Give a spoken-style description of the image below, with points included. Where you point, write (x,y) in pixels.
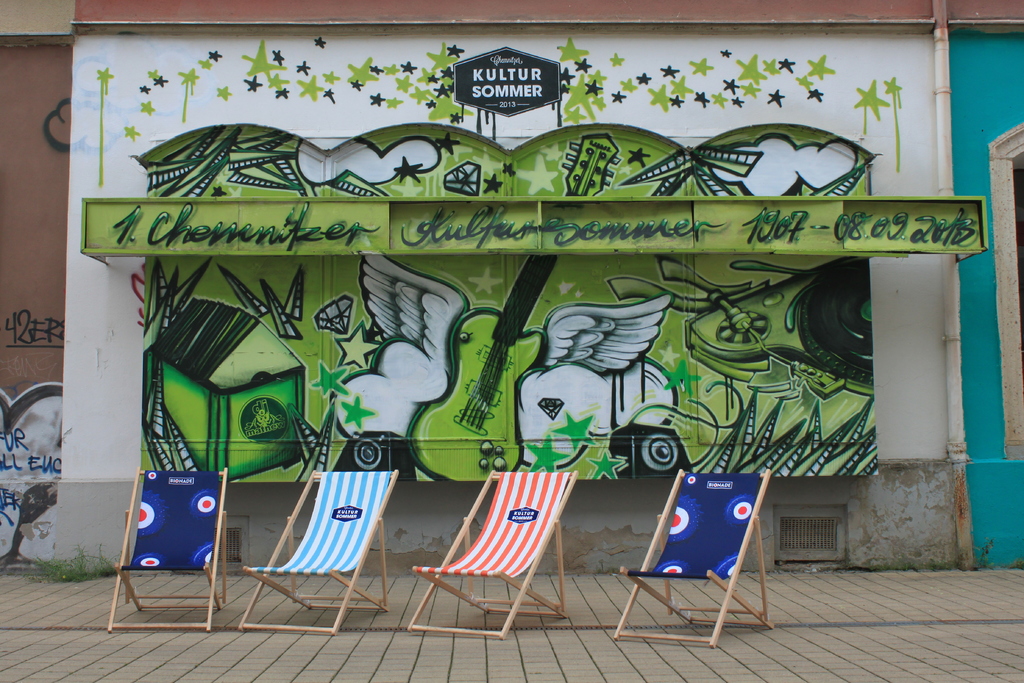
In this image there are four chairs (534,546) in the middle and there is a painting (356,233) on the wall (344,118) in the background (444,95).
